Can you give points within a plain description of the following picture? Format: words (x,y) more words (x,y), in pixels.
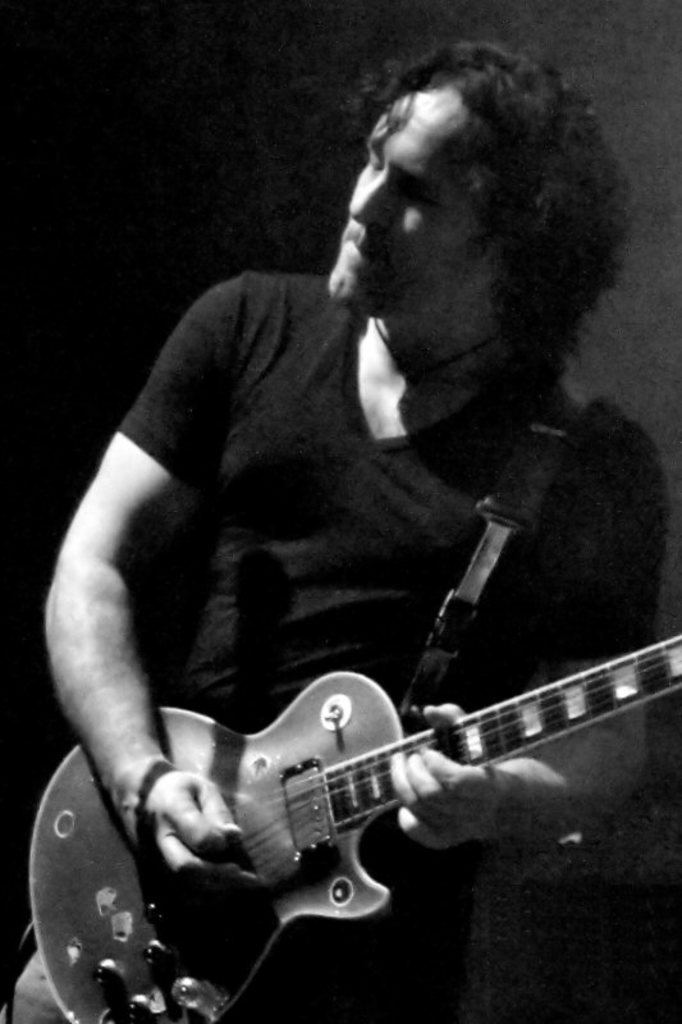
This is a black and white picture. Here we can see a man (344,657) who is playing guitar (37,874).
